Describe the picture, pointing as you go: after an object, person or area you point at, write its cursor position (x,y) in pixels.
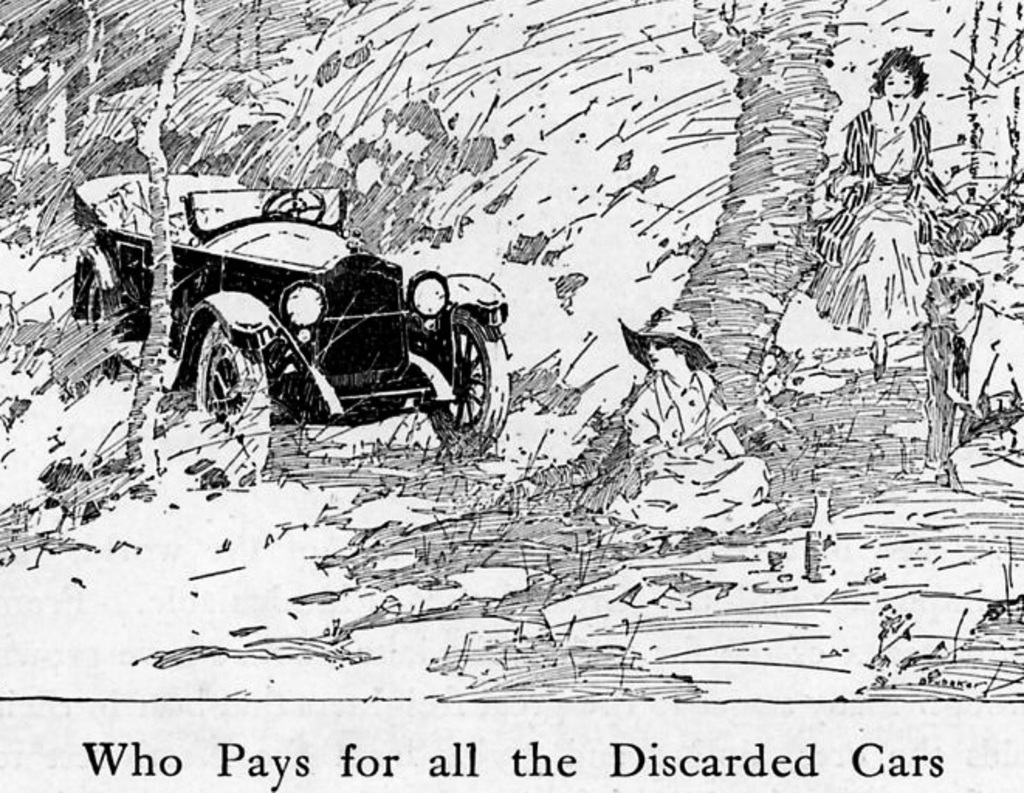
It is a sketch in the left side (290,250) a jeep (394,378) is there. In the middle (664,371) a person (701,475) is sitting, in the right side (888,323) a girl (901,289) is walking.
